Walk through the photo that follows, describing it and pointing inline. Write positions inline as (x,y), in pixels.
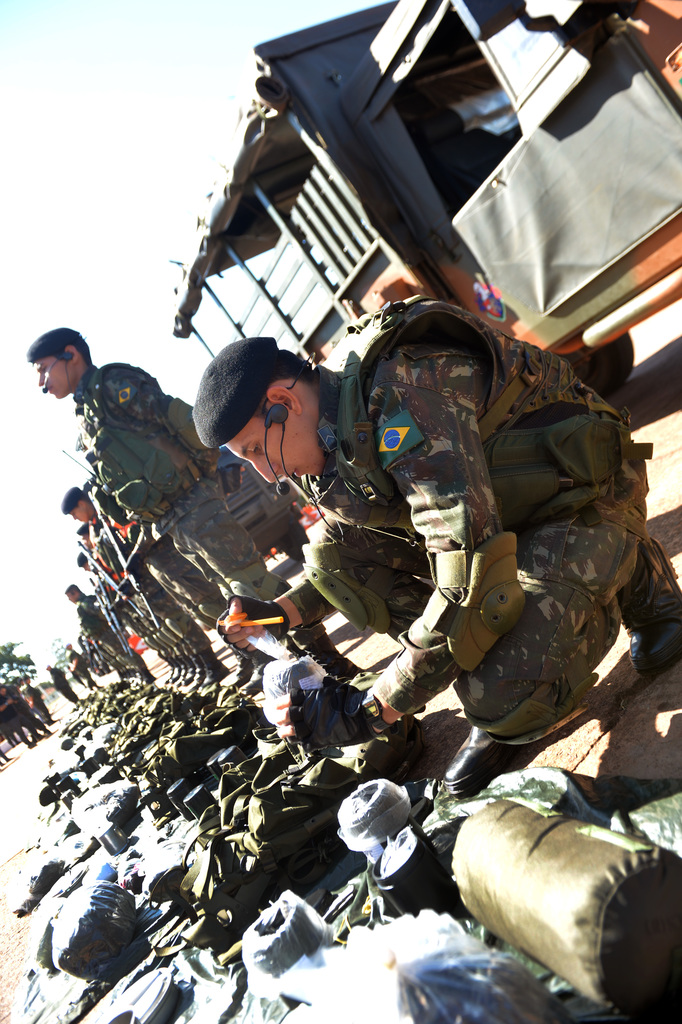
In this image there are few people (230,444) on the road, wearing uniforms (460,524) and some of them are holding guns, there are few objects (286,999) on the ground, a vehicle (427,256) and trees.
